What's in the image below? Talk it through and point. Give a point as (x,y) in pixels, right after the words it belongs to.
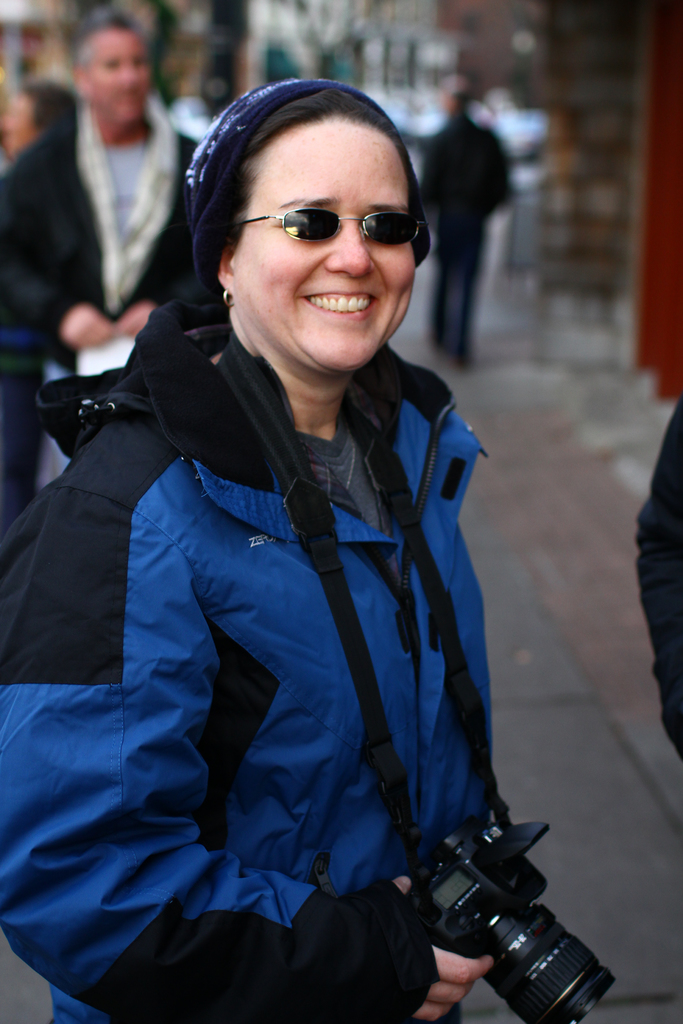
In this picture i could see a woman (256,202) in blue jacket (284,655) wearing a camera (493,912) in her neck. She is even having goggles (381,226). In the background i could see a person (136,128) walking on the street (590,566).
